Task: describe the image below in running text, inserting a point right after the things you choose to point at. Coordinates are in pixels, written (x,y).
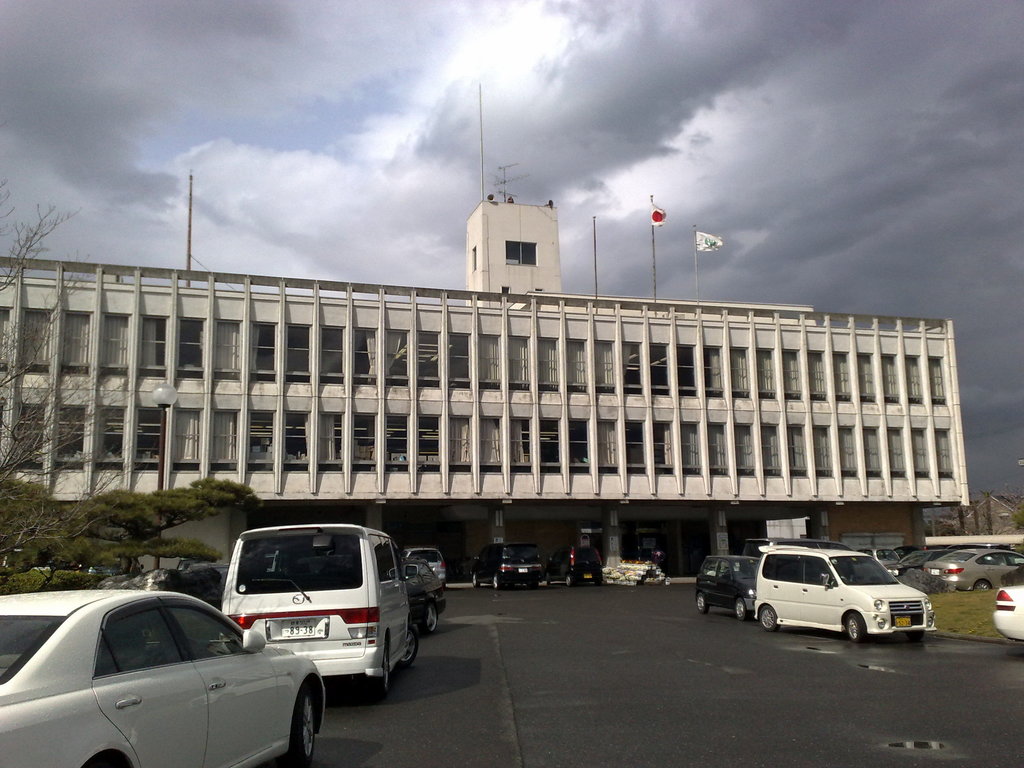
In this image I can see the road (548,664), few vehicles (128,665) on the road (763,638), few trees (127,519) and some grass (948,621) on the ground (957,620). In the background (731,463) I can see the building (556,388) which is cream in color, two flags (716,249) on the building (594,375) and the sky (801,154).
